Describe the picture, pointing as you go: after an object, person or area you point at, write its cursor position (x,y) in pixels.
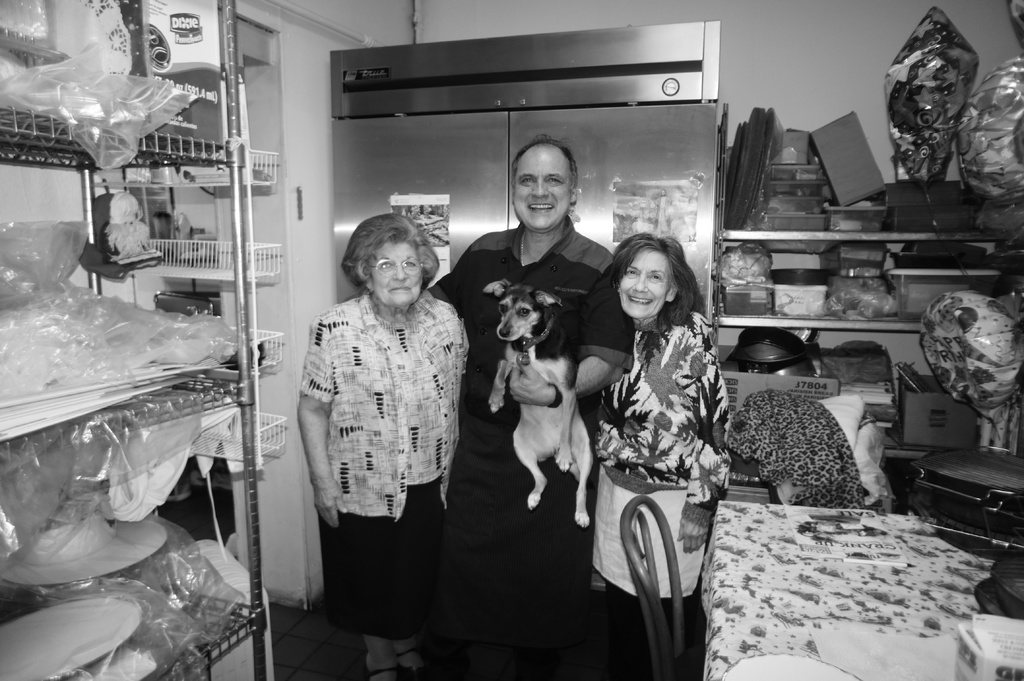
The person (561,294) wearing a black shirt (497,305) is holding a dog (529,345) in his left hand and there are two womens (628,302) on either side of him.
